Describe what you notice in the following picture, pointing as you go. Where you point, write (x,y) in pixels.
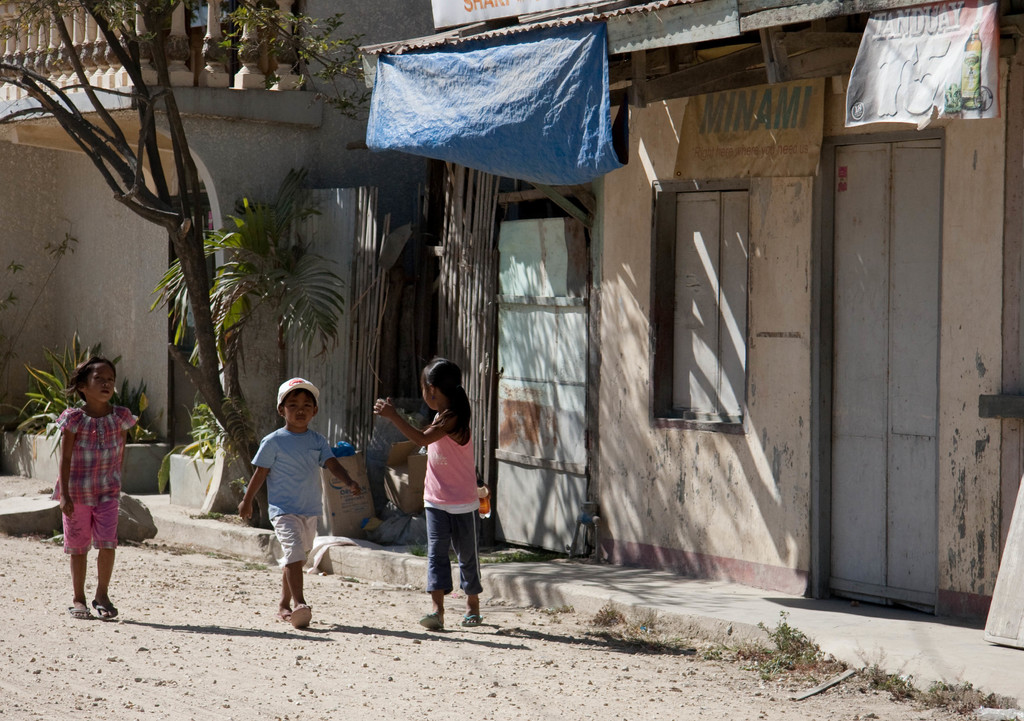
On the left side of the image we can see three kids (435,548) are walking on the road (158,575). In the background of the image (808,311) we can see the buildings (839,298), tree (141,121), plants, doors (859,419), banner (734,112), boards (559,3), window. At the bottom of the image (165,659) we can see the road (12,699) and stones (147,692).
